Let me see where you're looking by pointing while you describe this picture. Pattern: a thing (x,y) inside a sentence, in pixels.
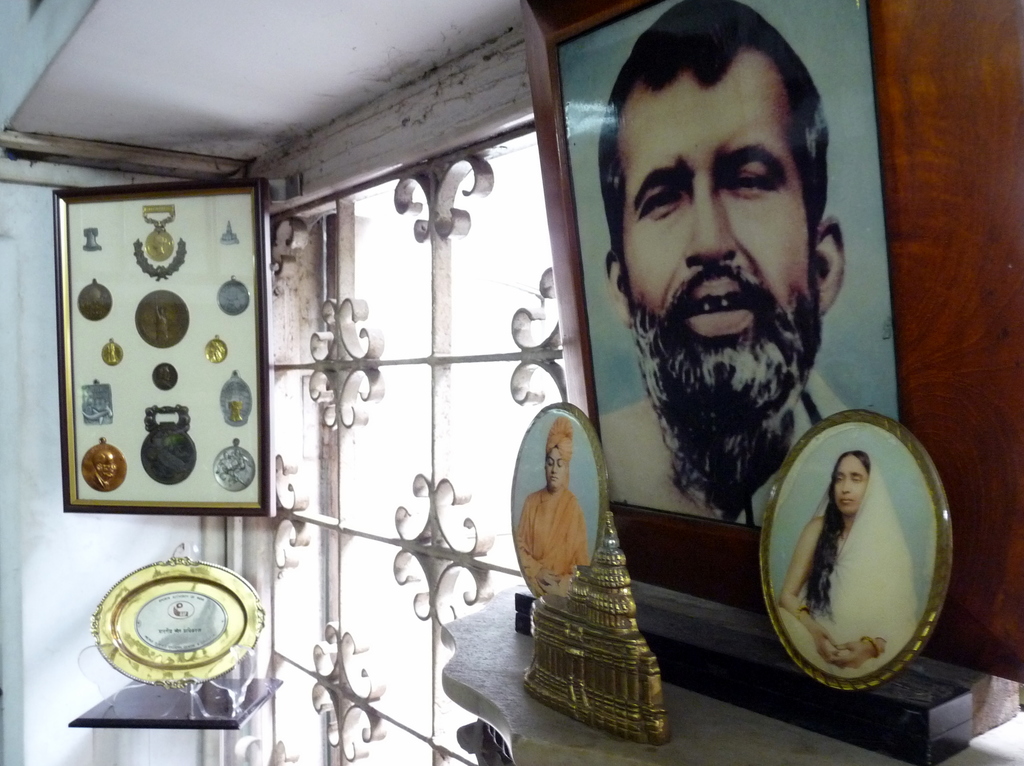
We can see frames (717,476) and object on the surface (784,725). We can see frames (124,436) on walls (87,174), frame (756,8) on the table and window (487,180).
